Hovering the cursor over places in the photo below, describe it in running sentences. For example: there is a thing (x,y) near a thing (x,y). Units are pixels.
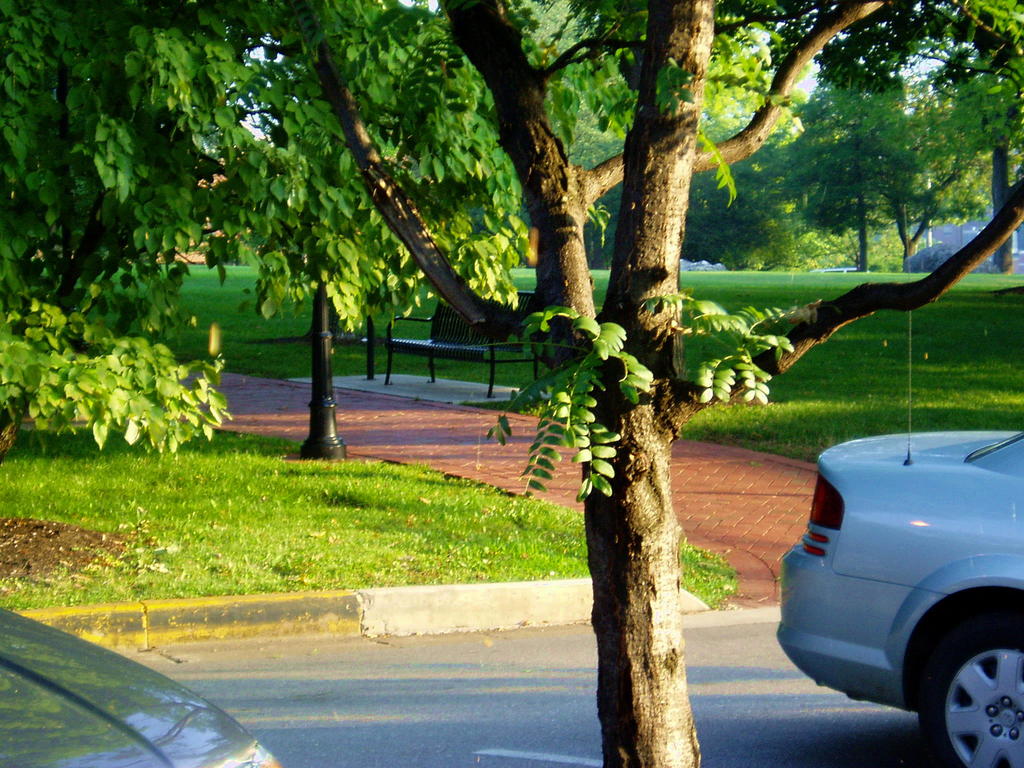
On the right side of the image (941,570) we can see one car (965,603) on the road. At the bottom left side of the image (35,686), we can see one object (105,707). In the background (938,321), we can see the grass (924,328), trees (555,143), one pole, bench (476,334) and a few other objects (931,255).
